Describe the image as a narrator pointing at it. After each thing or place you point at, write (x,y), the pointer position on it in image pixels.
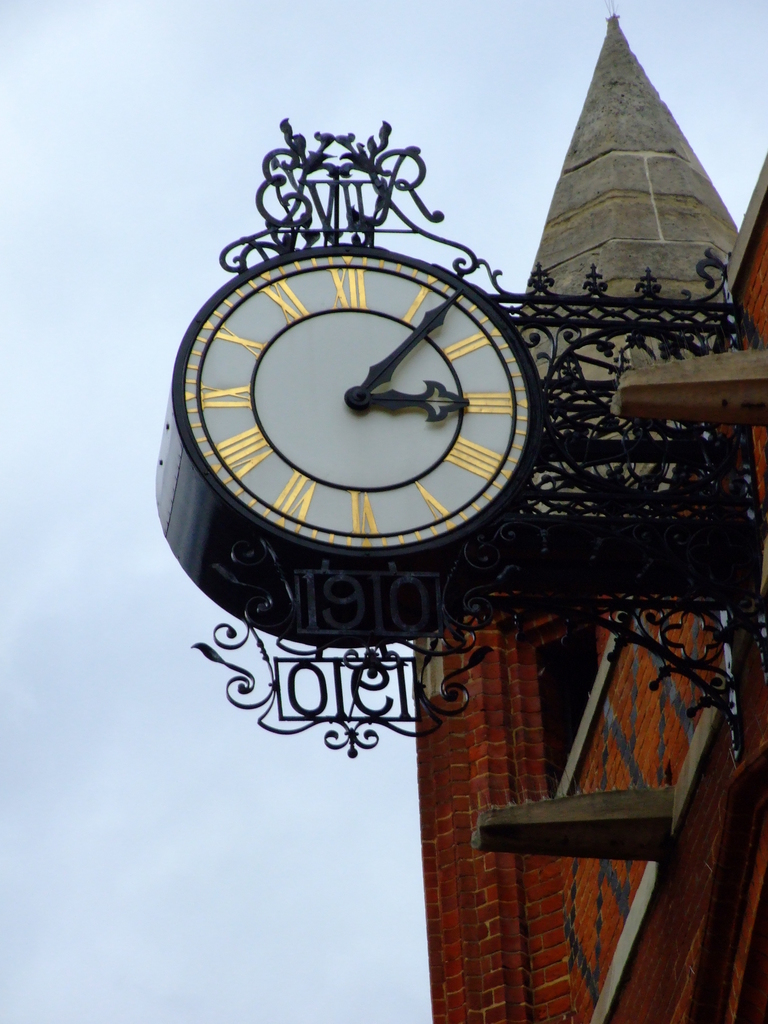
In this image we can see the wall (433,872) of a building (633,285) and a clock (469,472) is attached to the wall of the building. Behind the clock (354,484) we can see the sky (184,595).
